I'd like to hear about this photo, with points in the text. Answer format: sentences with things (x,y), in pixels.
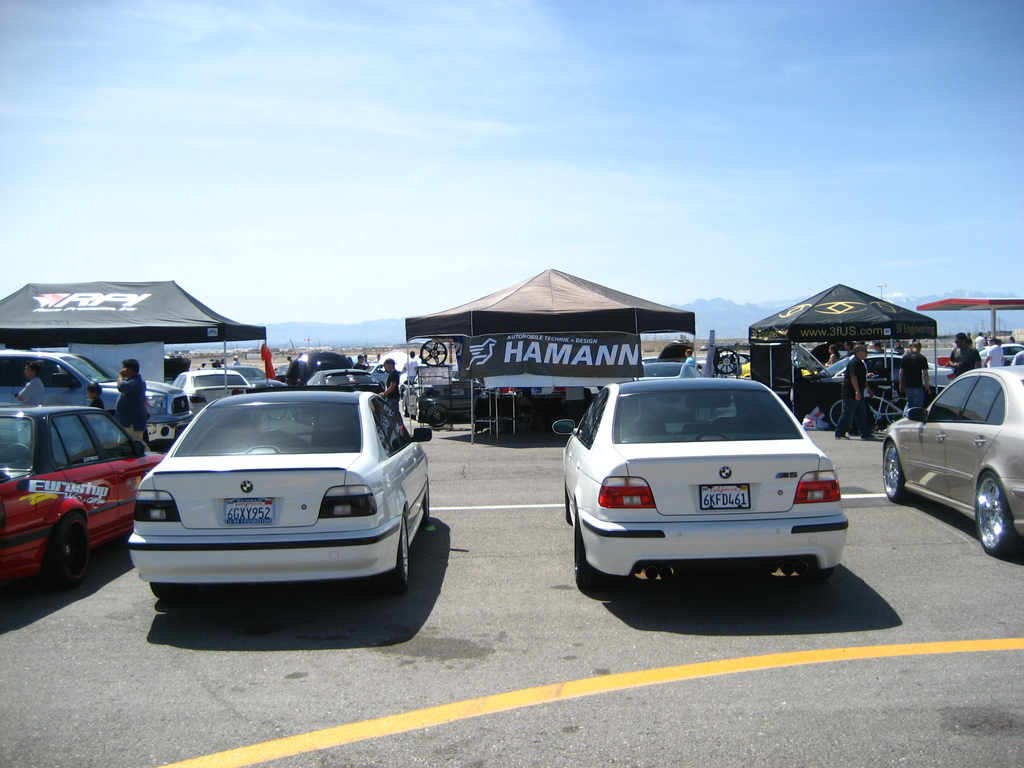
In this picture we can see cars (1008,422) on the road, tents (866,327), banner (598,343) and a group of people (416,371) where some are standing and some are walking, mountains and in the background (67,153) we can see the sky (618,86) with clouds (422,195).
